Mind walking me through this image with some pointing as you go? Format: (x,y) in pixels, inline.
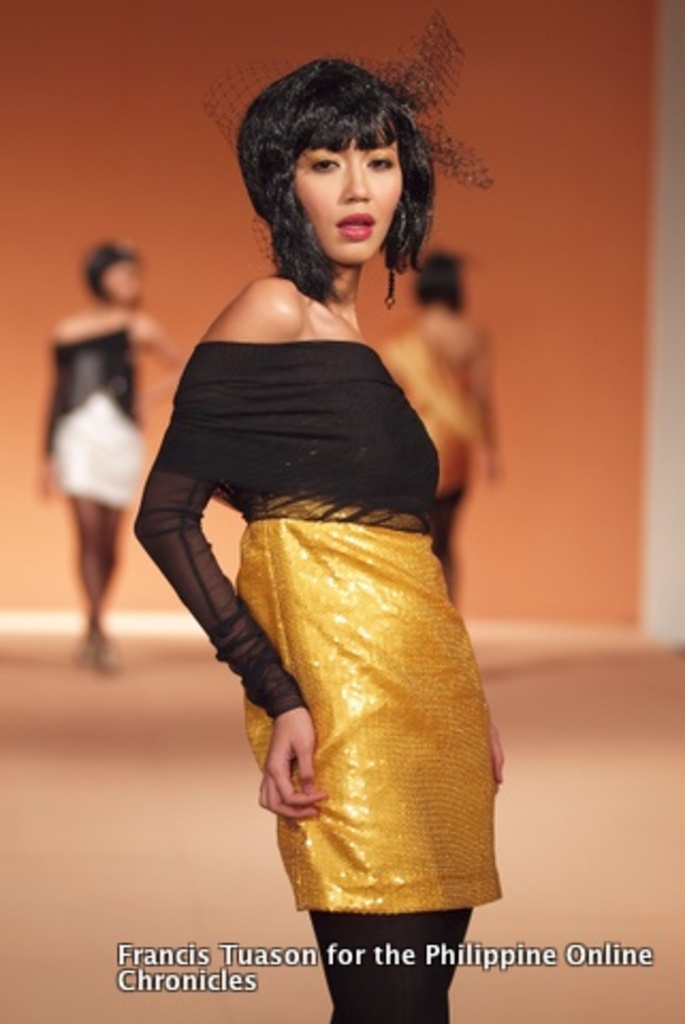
In this image we can see a woman (428,472). In the background (237,694) we can see two persons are standing on the floor (292,1011) and there is a wall (527,427). At the bottom of the image (593,951) we can see something is written on it.
